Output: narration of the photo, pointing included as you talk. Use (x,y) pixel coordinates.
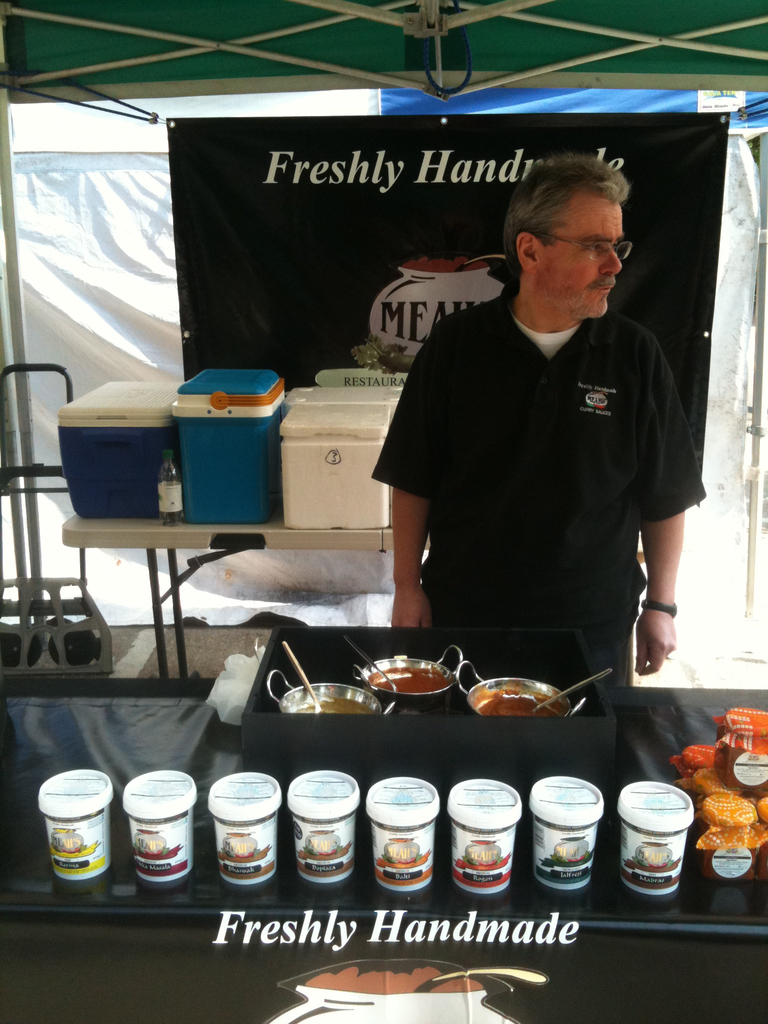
In the foreground of the picture (540,892) there is a table (75,734) covered with a cloth (107,724), on the table (86,732) there are eight tubs (408,807) and food items (345,845). In the center of the picture (392,675) there is a person (584,419) standing near a box (458,700), on the box (397,718) there are bowls (403,692) with food items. In the background (156,592) there is a table (228,537), on the table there are boxes (345,391). At the top (335,41) it is a canopy (379,40). In the background (280,186) there are banners (223,274).
